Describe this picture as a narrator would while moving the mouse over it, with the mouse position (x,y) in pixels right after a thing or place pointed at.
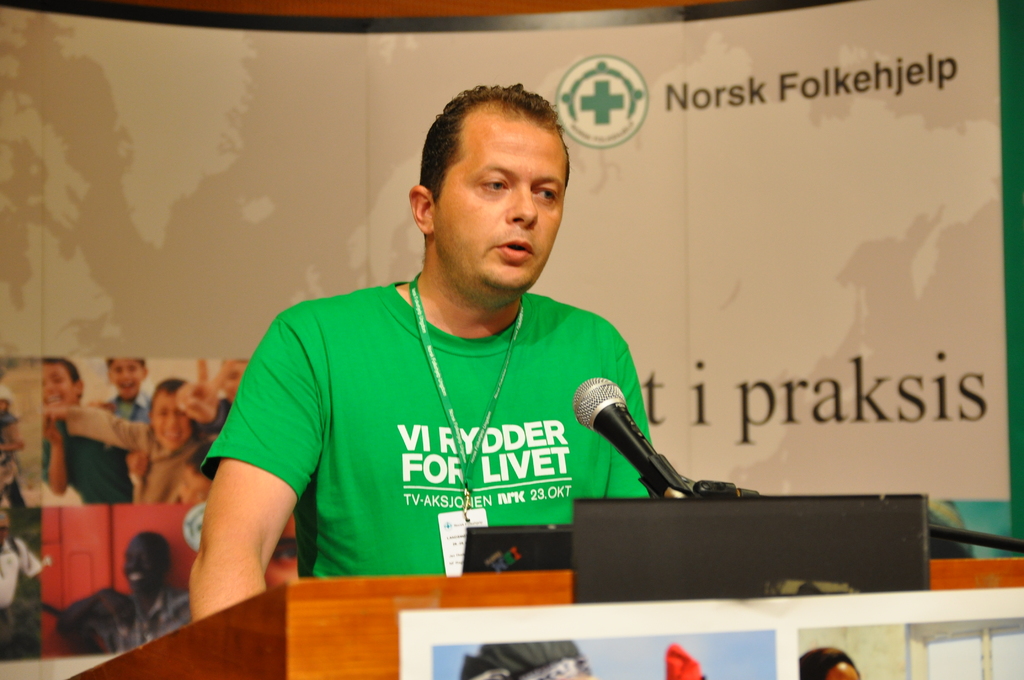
In the middle of the image (438,389) we can see a man (407,366), in front of him we can find a microphone (588,392) and a podium (539,628), in the background (746,391) we can see a hoarding (739,288).
